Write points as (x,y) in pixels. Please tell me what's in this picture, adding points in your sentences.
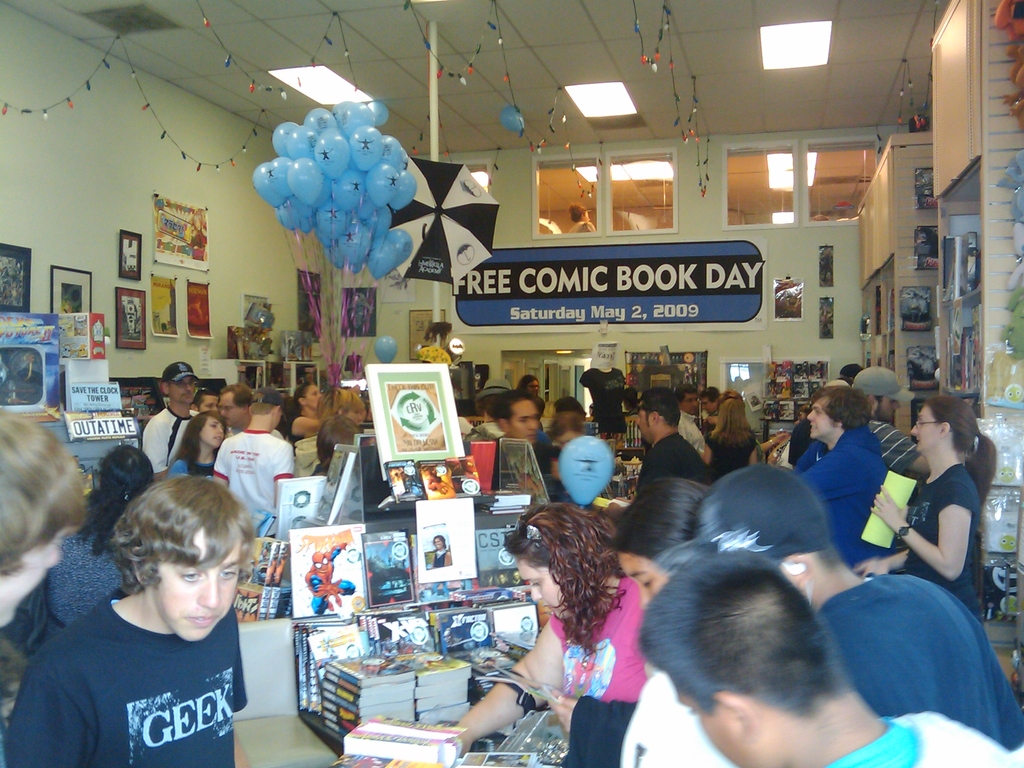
In this image I can see there are group of persons (778,658) standing and I can see books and balloons (379,227) and lights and notice papers (178,222) and the wall (207,160) visible.
